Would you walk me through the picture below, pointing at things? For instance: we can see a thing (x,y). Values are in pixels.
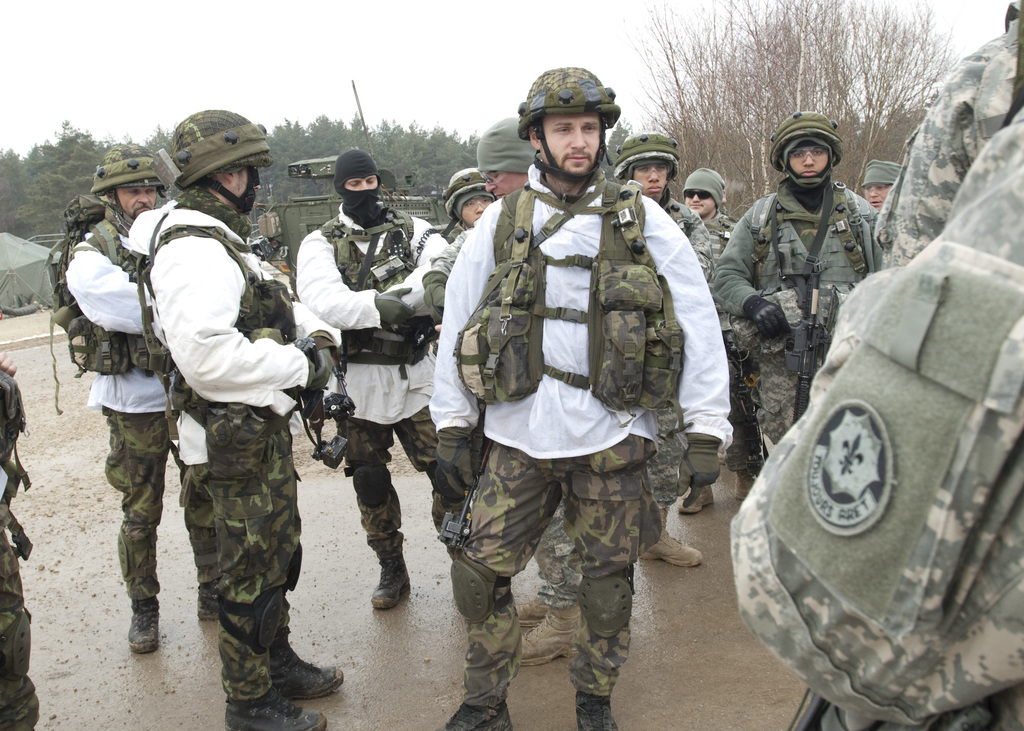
In the background (654,15) we can see the sky (363,96), trees (863,135), military object (325,205), tent (25,293). We can see the people (659,476) wearing helmets (783,168), military jackets (140,234). A man (208,192) on the left side (140,284) is holding black object (345,447). At the bottom portion of the picture (445,693) we can see the ground (516,699) and its wet.
